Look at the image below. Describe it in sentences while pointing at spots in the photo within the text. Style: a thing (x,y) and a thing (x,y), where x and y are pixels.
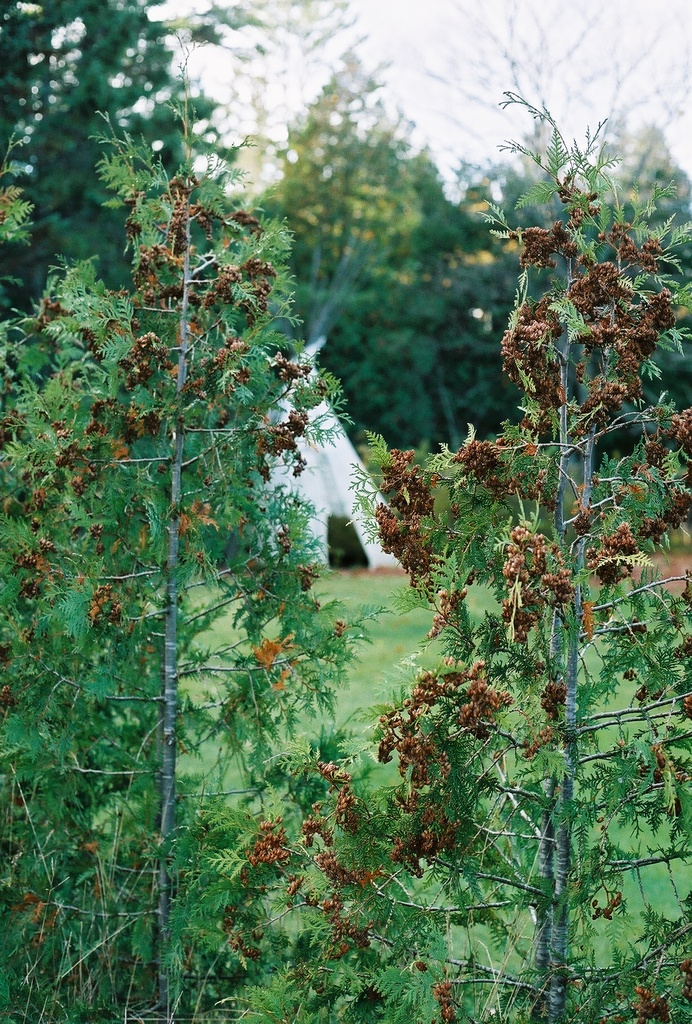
Here I can see some plants (339,895) along with the flowers (422,842). In the background (319,477) there is a tent (340,464) and many trees (447,256). At the top of the image (415,27) I can see the sky (428,35).
